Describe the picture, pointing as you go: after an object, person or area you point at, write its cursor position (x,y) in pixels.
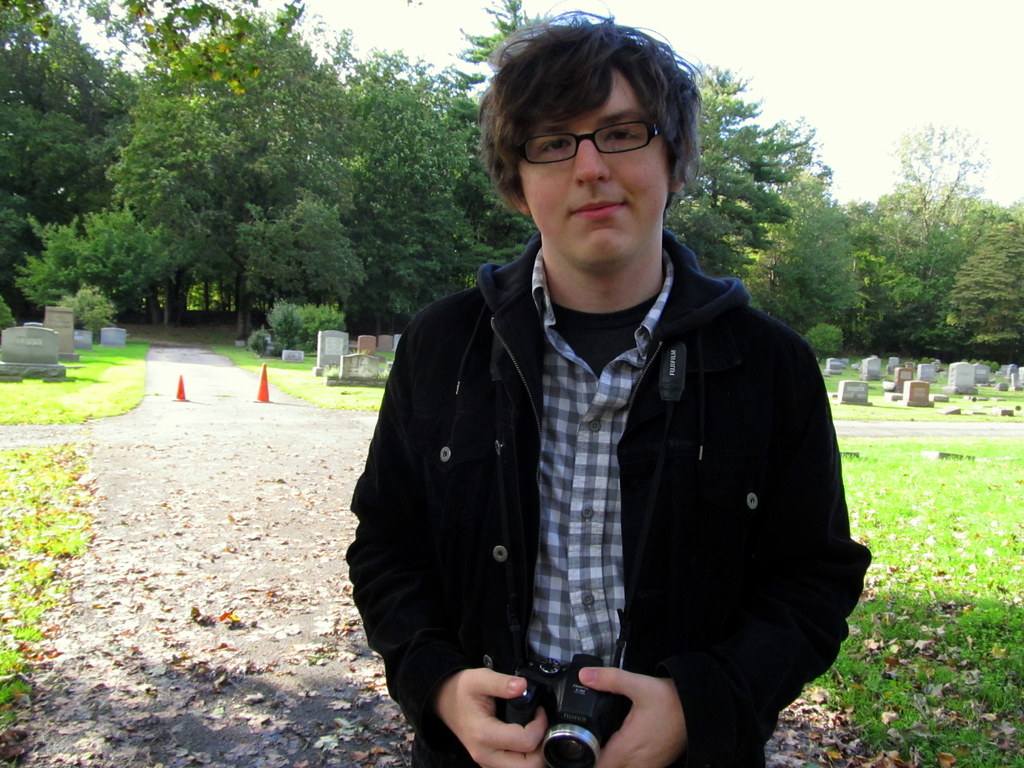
In this image I can see a man (726,358) is standing in the front (489,592), I can see he is wearing shirt (586,479), black colour jacket (698,372), specs (626,140) and I can see he is holding up camera (563,671). In the background (39,414) I can see grass (39,414), number of tombstones (12,350), number of trees (1006,296) and on the left side of this image (178,396) I can see two orange colour cones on the road (196,383).
